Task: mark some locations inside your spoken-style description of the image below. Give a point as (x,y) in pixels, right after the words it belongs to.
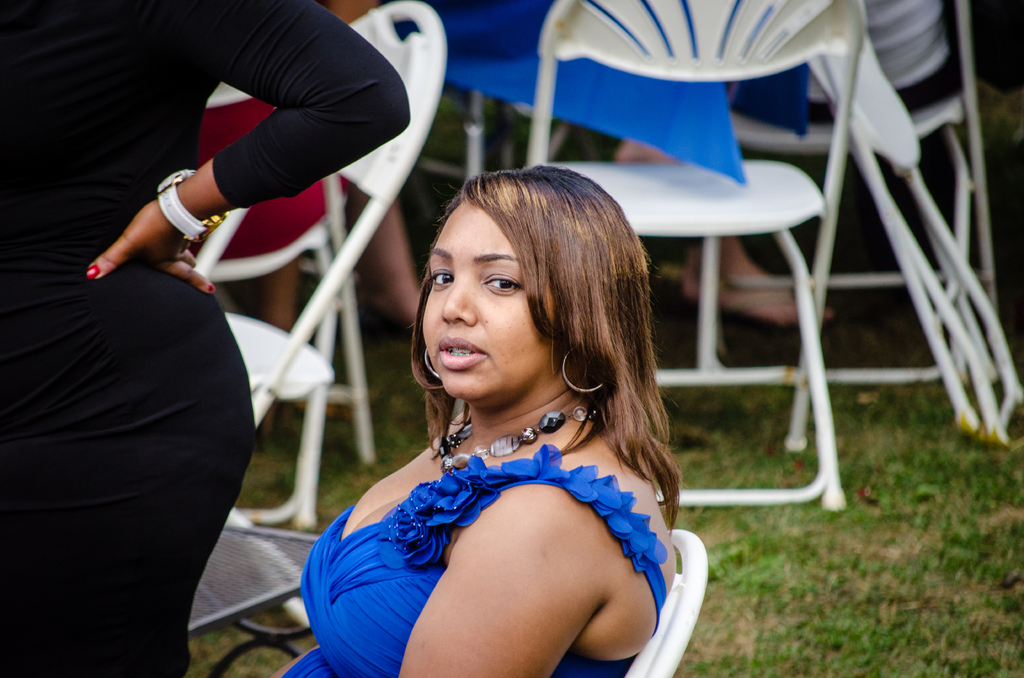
In this image I see a woman (584,527) who is sitting on the chair (703,574). In the background (955,251) I see few people (65,551) and the chairs (797,407) on the grass (858,596).
